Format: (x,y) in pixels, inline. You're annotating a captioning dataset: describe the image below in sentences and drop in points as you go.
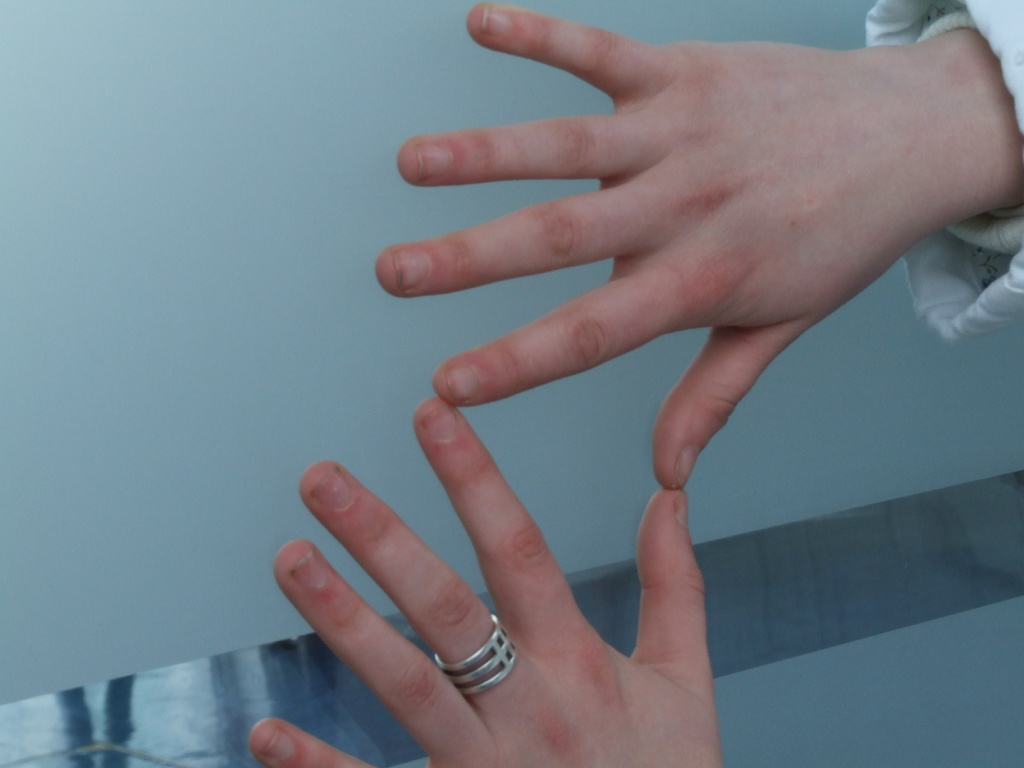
In this image I can see the person's hands (697,195) who is wearing white dress (1018,10). I can see a silver colored ring (503,631) to his finger (482,617). In the background (301,258) I can see the wall (184,201).
